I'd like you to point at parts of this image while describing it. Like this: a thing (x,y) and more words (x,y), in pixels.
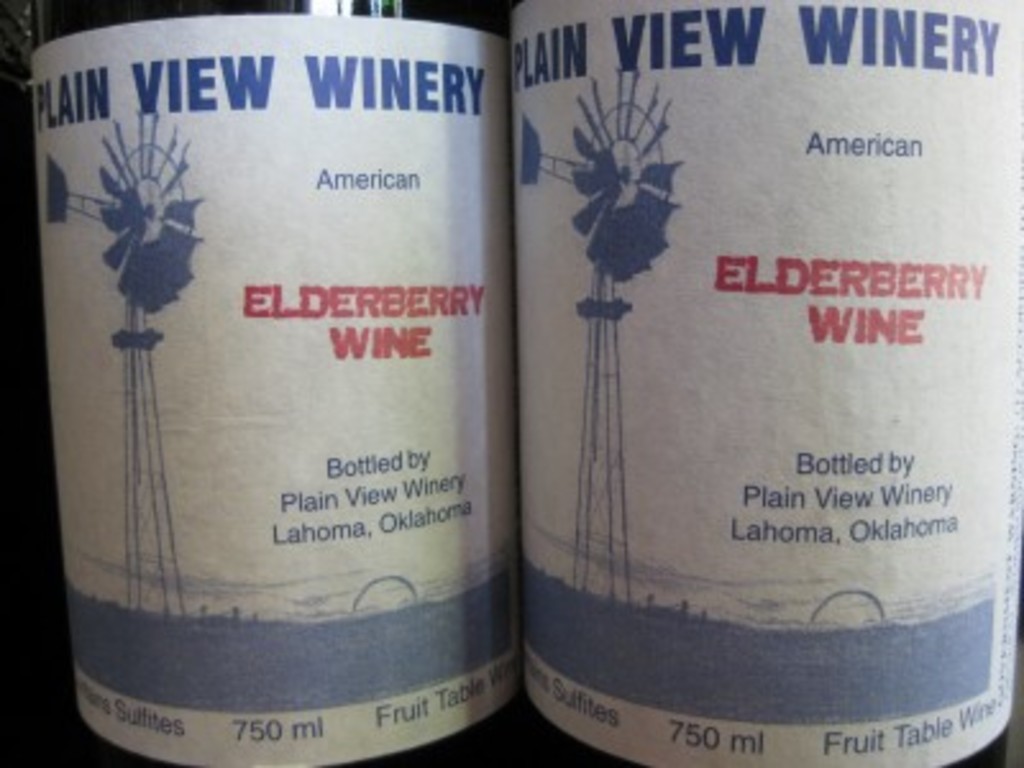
In this image I can see two bottles (310,165) with stickers (206,287) attached to them. On the stickers (708,343) I can see something is written with blue and red color.
